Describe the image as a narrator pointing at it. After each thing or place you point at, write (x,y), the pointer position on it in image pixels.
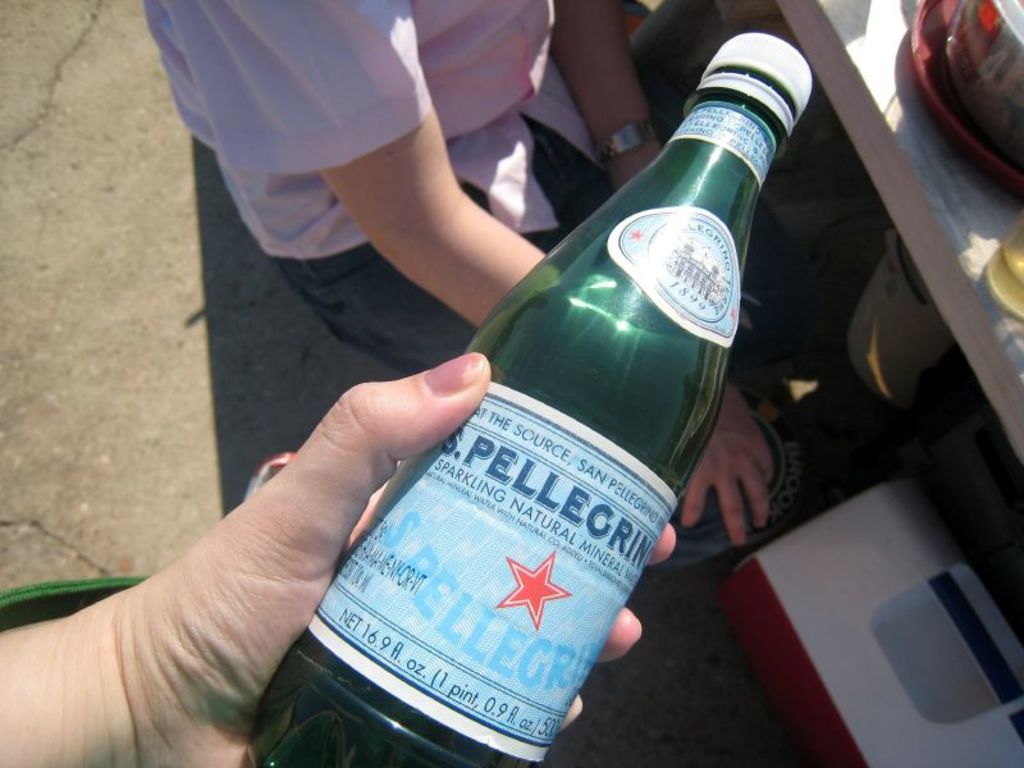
In this image in the center (537,477) there is a bottle (494,453) which is holded by a person (301,615) and there is some text (514,509) written on the bottle (526,484), at the top (415,58) there is a person (472,93). On the right side (902,143) there is a table (922,180) which is white in colour and there are objects (990,104) on the table (893,73). Under the table (957,259) there is a white colour object (880,531).
